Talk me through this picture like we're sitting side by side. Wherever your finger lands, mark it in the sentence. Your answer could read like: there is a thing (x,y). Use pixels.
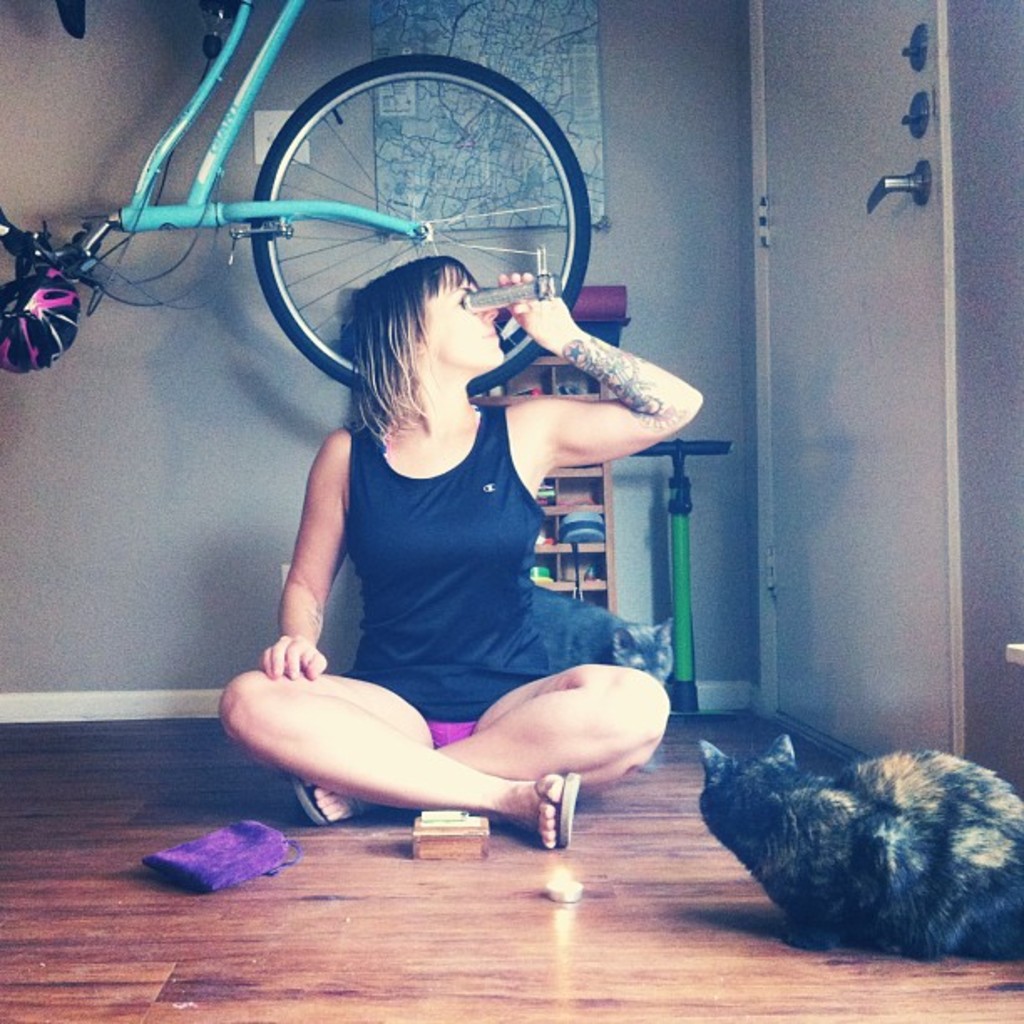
In this image we can see this person (360,476) wearing black dress (462,690) sitting on the wooden surface (133,963) and holding an object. Here we can see a cat (924,925), cycle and helmet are hanged to the wall (684,138) and also a frame (601,118) to the wall (698,143). In the background (873,443), we can see the pump (685,605), cupboard (548,506) and the door (799,391).
